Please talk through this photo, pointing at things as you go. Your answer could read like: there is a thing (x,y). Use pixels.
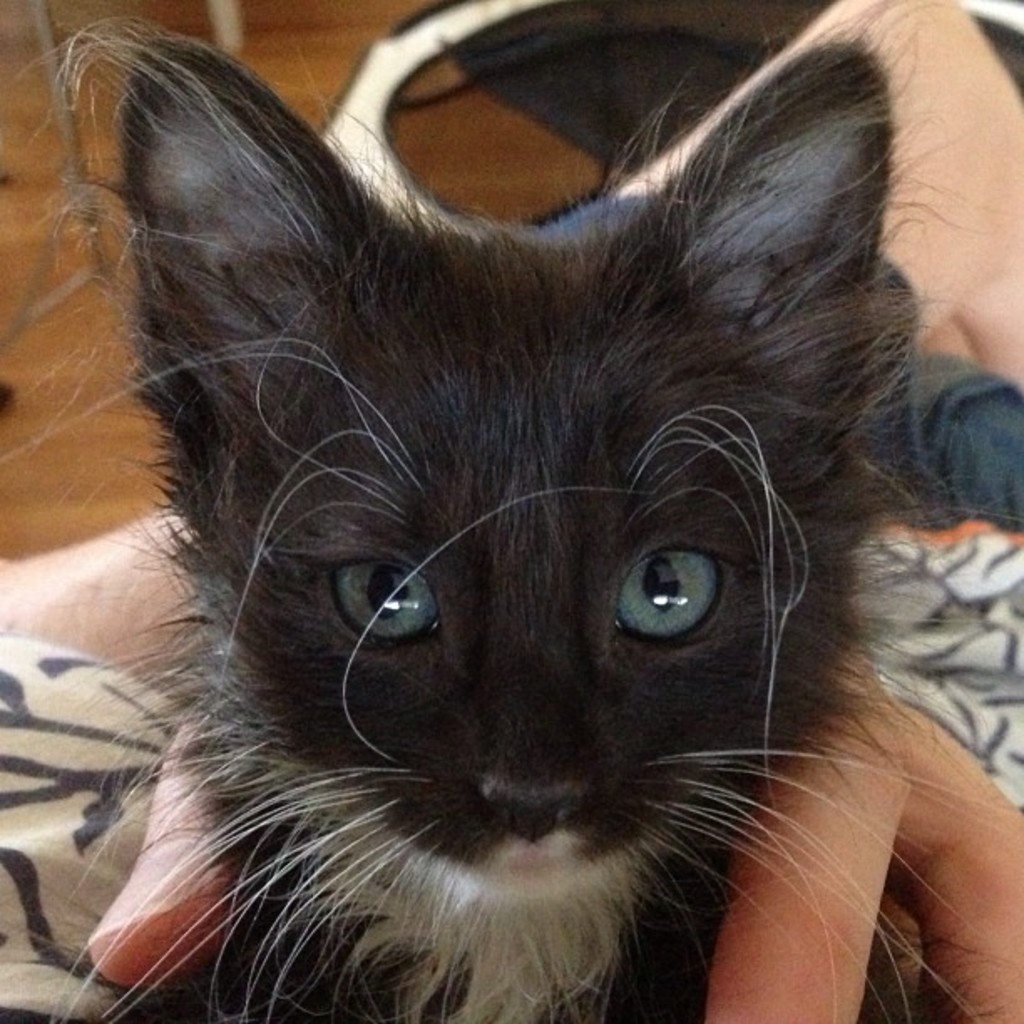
In this image I can see a person (32,864) holding a black color cat (428,731) in the hand (803,891). The cat (560,665) is looking at the picture. At the top of the image (268,62) there are few objects (231,40) on the floor (314,53).
